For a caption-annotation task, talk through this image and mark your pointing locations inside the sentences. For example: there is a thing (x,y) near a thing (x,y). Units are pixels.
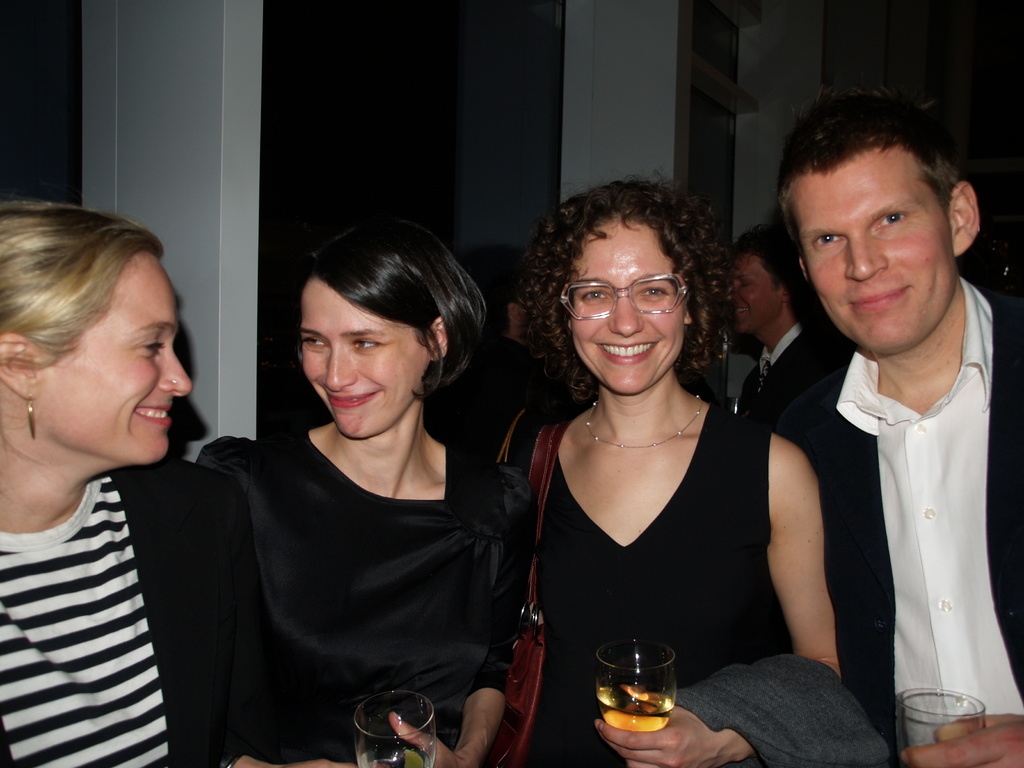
Here I can see four people (637,532). One is man (906,594) standing on the right side (953,663) and three (273,569) are women (357,550). The man (912,460) is wearing black color suit (854,469), white color shirt (953,477), holding a wine glass (934,728) in the hand (947,745), smiling and giving pose for the picture. The woman (624,455) who is standing beside the man (841,436) is also holding wine glass (637,699) in the hand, smiling and looking at the picture. The two women (210,543) who are standing on the left side (81,569) are wearing black color dresses (288,550) and smiling by looking at each other. In the background (505,341), I can see some more people (509,358) and a wall (199,182).
